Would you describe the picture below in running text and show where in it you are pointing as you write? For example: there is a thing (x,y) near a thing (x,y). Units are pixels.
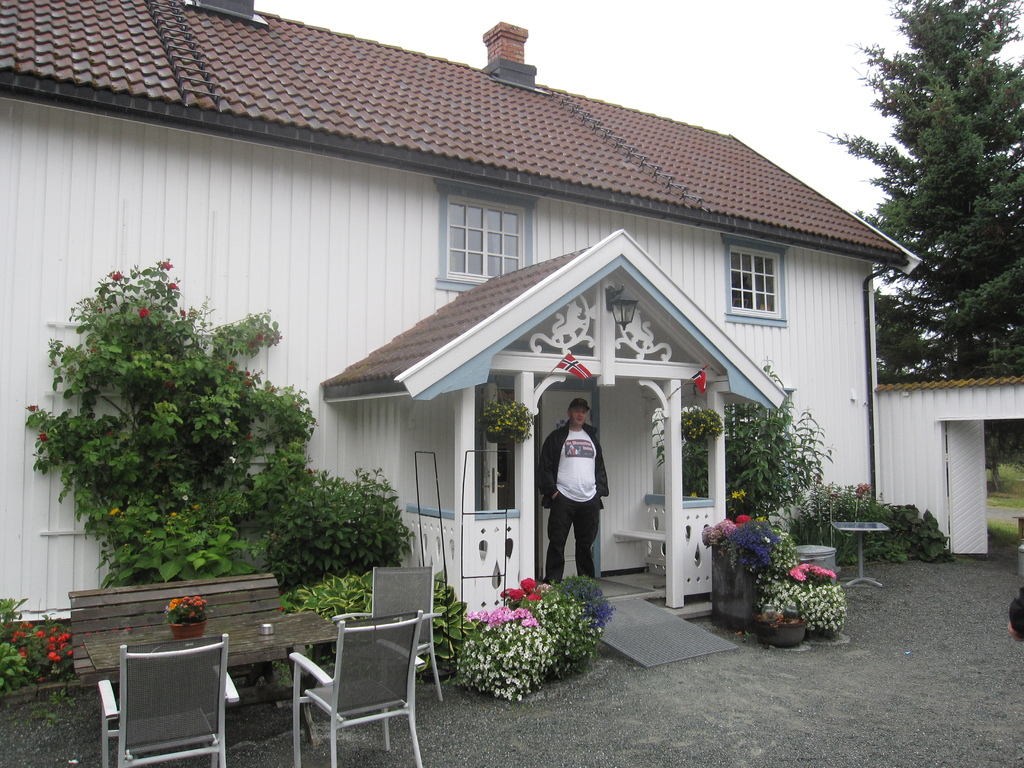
In this picture we can see a man (554,487) is standing on the path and on the left side of the person (554,515) there is a table (238,624), bench (263,611), chairs (296,672) and plants (122,480). On the right side of the man (551,480) there is a table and some plants (825,607) in pots (745,594). Behind the man (543,452) there is a house (543,302) and on the right side of the house (640,255) there is a tree (961,193) and the sky (603,70).
